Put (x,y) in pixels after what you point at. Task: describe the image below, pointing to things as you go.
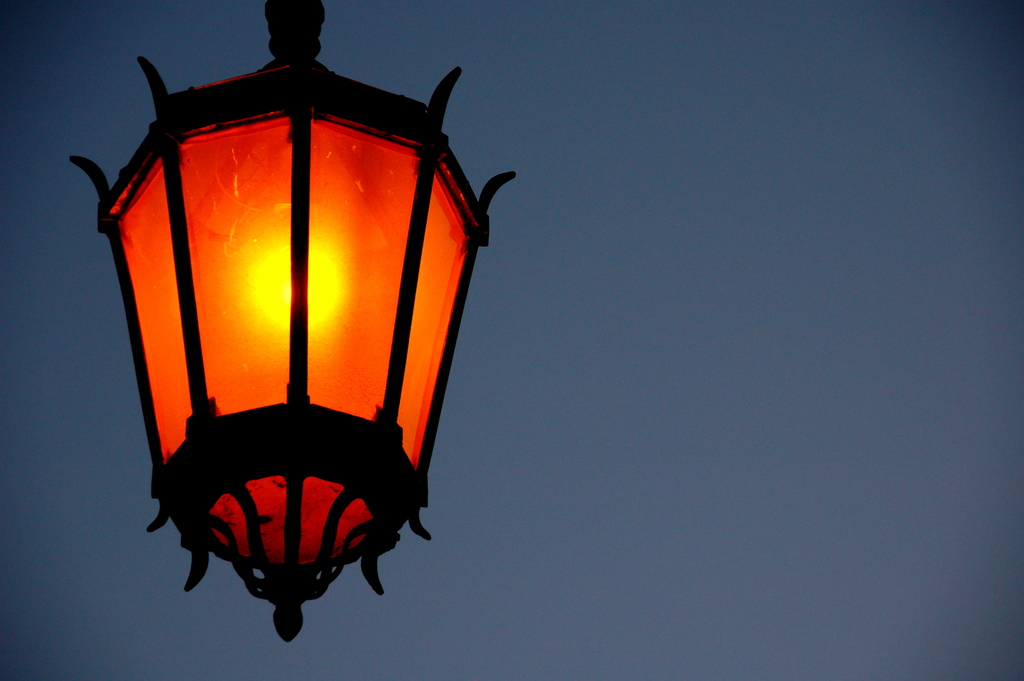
In the picture we can see a lamp (333,503) inside it we can see the bulb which is yellow in color.
